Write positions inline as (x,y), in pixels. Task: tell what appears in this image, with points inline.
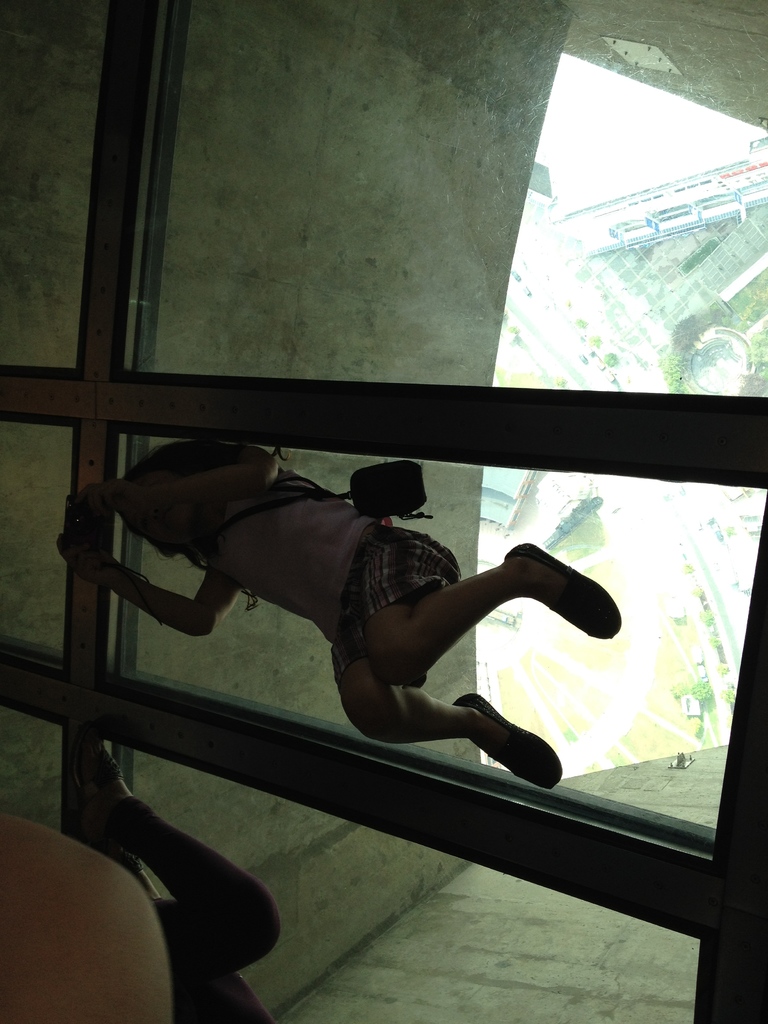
In this image I can see there is a girl (414,702) lying on the glass (256,655) and wearing a hand bag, she is holding a camera (88,534) and there is a building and trees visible from the window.
